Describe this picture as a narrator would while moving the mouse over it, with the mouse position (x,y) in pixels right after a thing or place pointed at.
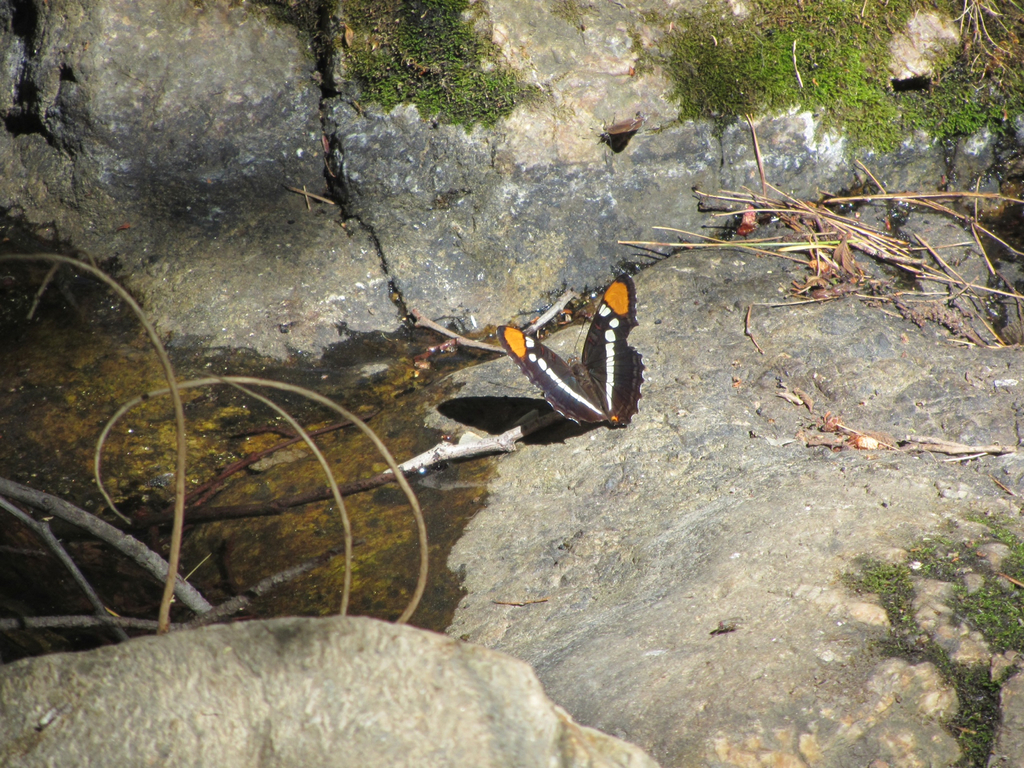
In this image we can see butterflies (625,378) on the rock (672,333).
